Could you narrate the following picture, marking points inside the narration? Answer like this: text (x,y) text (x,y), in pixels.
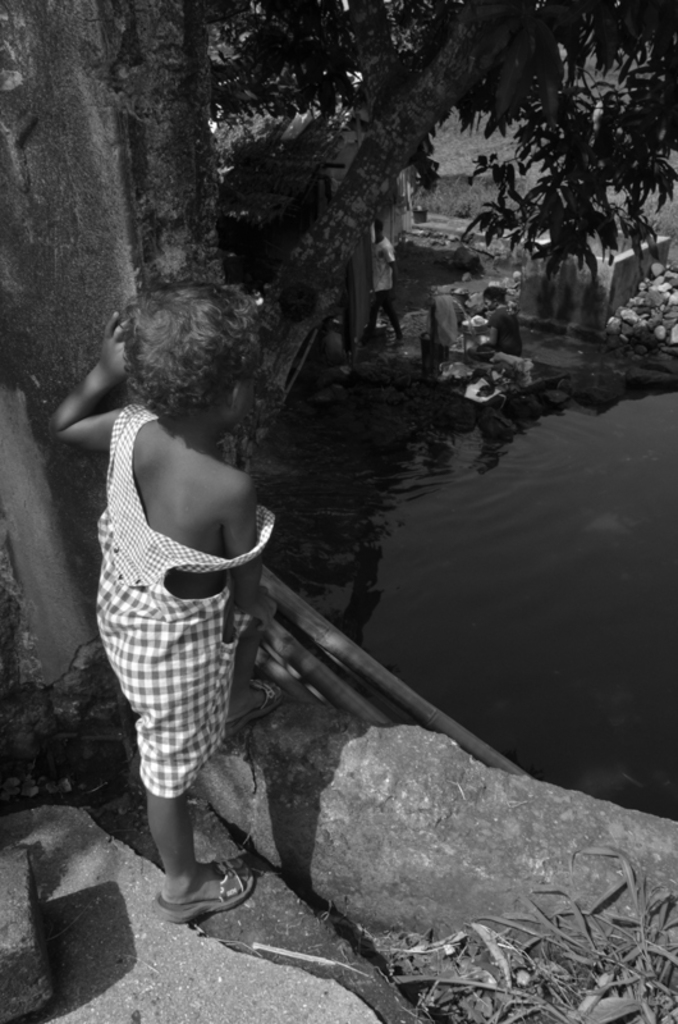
In this image we can see a black and white picture of a boy (178,472) standing on the ground (202,837). On the right side of the image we can see group of persons (511,326) standing beside water (563,451). In the background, we can see a building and a tree (607,169).
